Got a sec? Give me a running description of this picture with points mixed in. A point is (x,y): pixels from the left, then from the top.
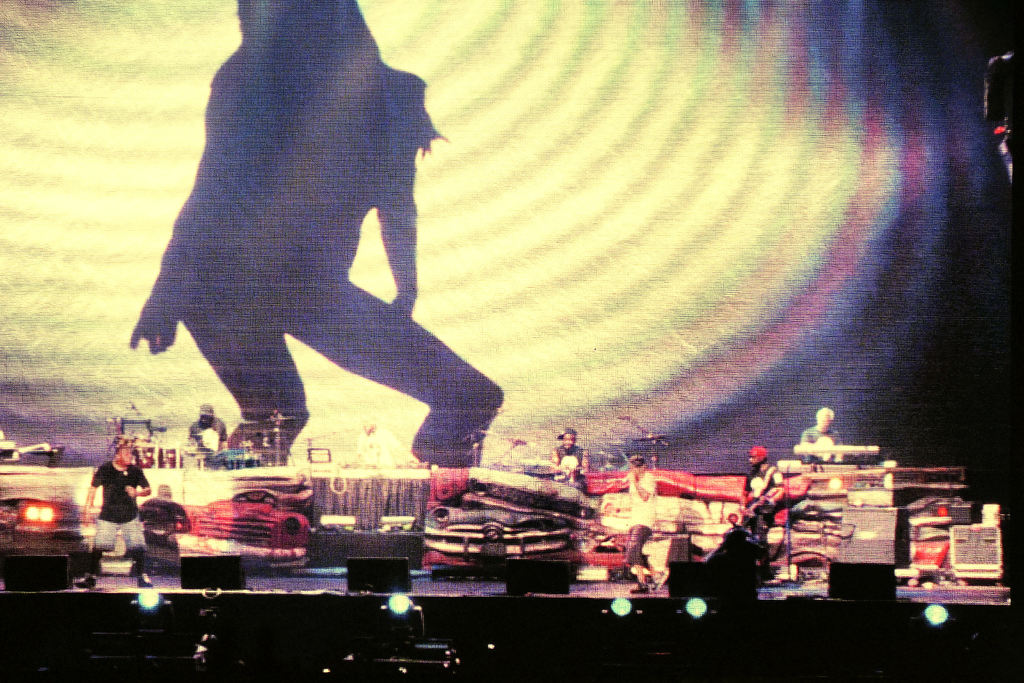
In the foreground of the picture (20,565) there are lights (405,621), speakers (23,586) and other electronic gadgets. In the center of the picture (566,450) it is stage (439,481), on the stage (185,498) there are people (108,521), few are singing a person (757,517) is playing guitar (762,508), other two are playing drums (602,470). On the right (842,446) there is a person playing piano (817,447) and there are music control system (989,541). In the background (369,131) there is a led screen (271,202), on the screen (266,166) there is a person (330,302).
